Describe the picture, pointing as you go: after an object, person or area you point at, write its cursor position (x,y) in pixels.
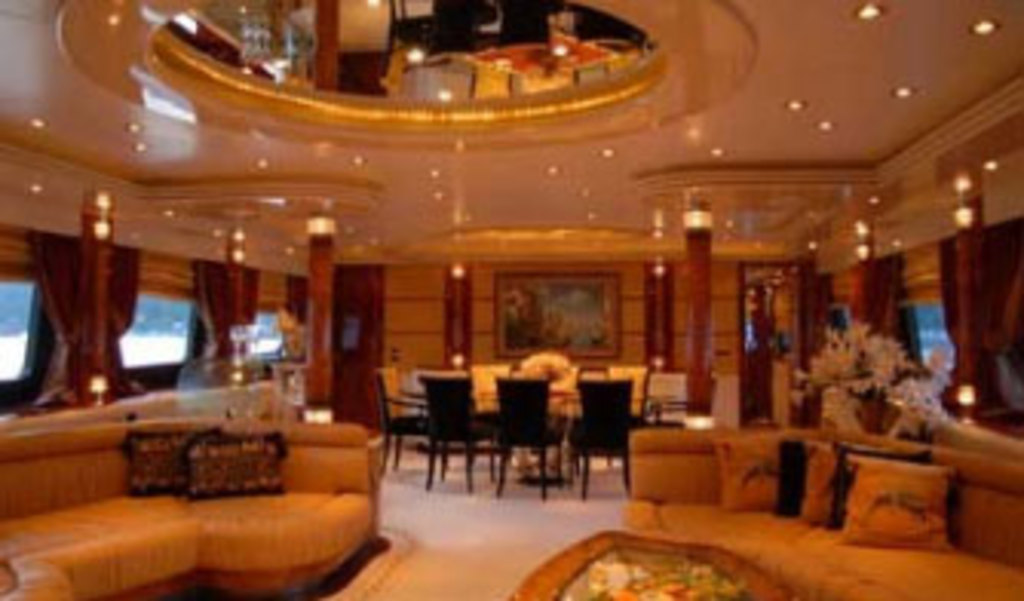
This is a picture of a hotel (150,216). In the foreground of the picture (309,492) there are couches (972,535), pillows (872,473), chairs (442,436), tables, flower vases (866,403) and flowers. On the left (129,319) there are windows (172,309), curtains (202,305) and lamps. On the right (896,302), there are windows (926,304), curtains (894,299) and lamps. In the center of the background (543,337) there are light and a frame (547,310). At the top (251,85) there is a mirror (515,81), there are lights (140,148) in the ceiling (491,215).
